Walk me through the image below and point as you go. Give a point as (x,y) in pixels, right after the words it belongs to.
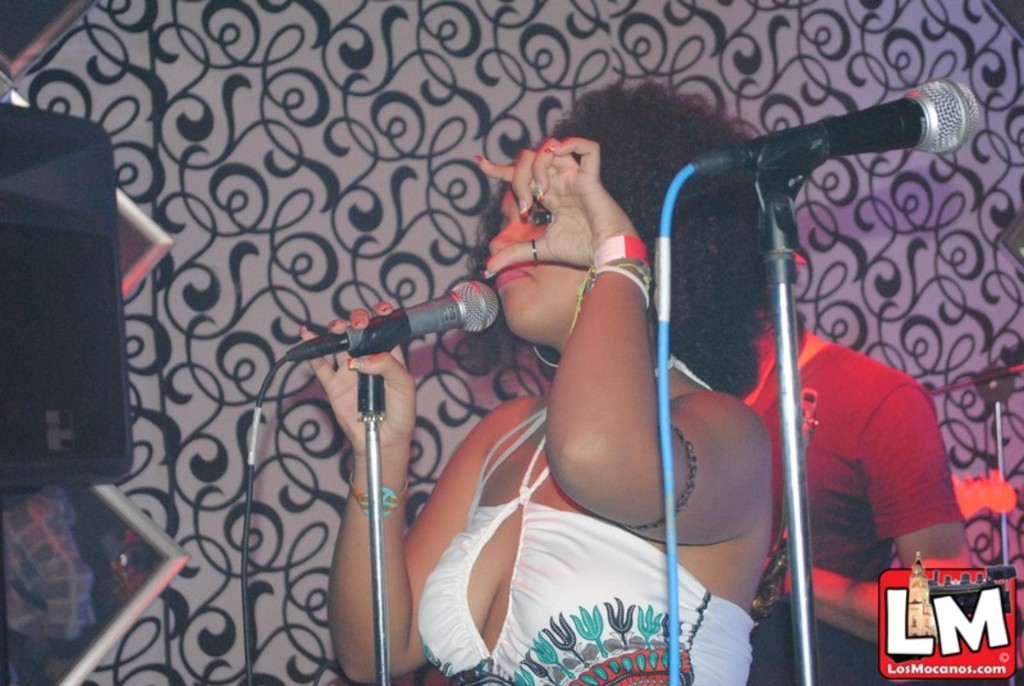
In this picture we can see a woman (511,426) holding a mike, behind we can see a person (837,517) and we can see a mike stand (795,171).
